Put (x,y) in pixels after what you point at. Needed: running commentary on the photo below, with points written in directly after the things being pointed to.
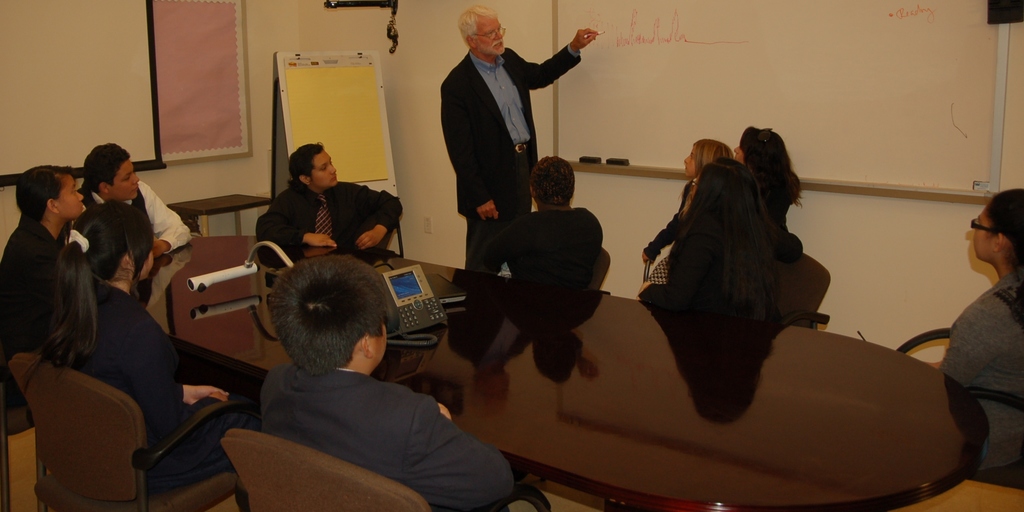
In this image we can see boys (373,298) and girls (707,201) are sitting on the chairs (251,494). In front of them, we can see a table (544,374). On the table (528,378), we can see a telephone (409,309), wire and some objects (251,270). In the background (169,52), we can see boards (213,49) and screen (124,77) on the wall (440,86). It seems like a projector (362,2) at the top of the image (368,7). In the middle of the image (360,171), we can see a table (228,201), board (368,150) and a person (483,126) is standing. The person (478,111) is wearing a suit (489,145) and holding a marker pen (589,32) in his hand (583,40). We can see two black color object (626,160) near the board (603,158).
